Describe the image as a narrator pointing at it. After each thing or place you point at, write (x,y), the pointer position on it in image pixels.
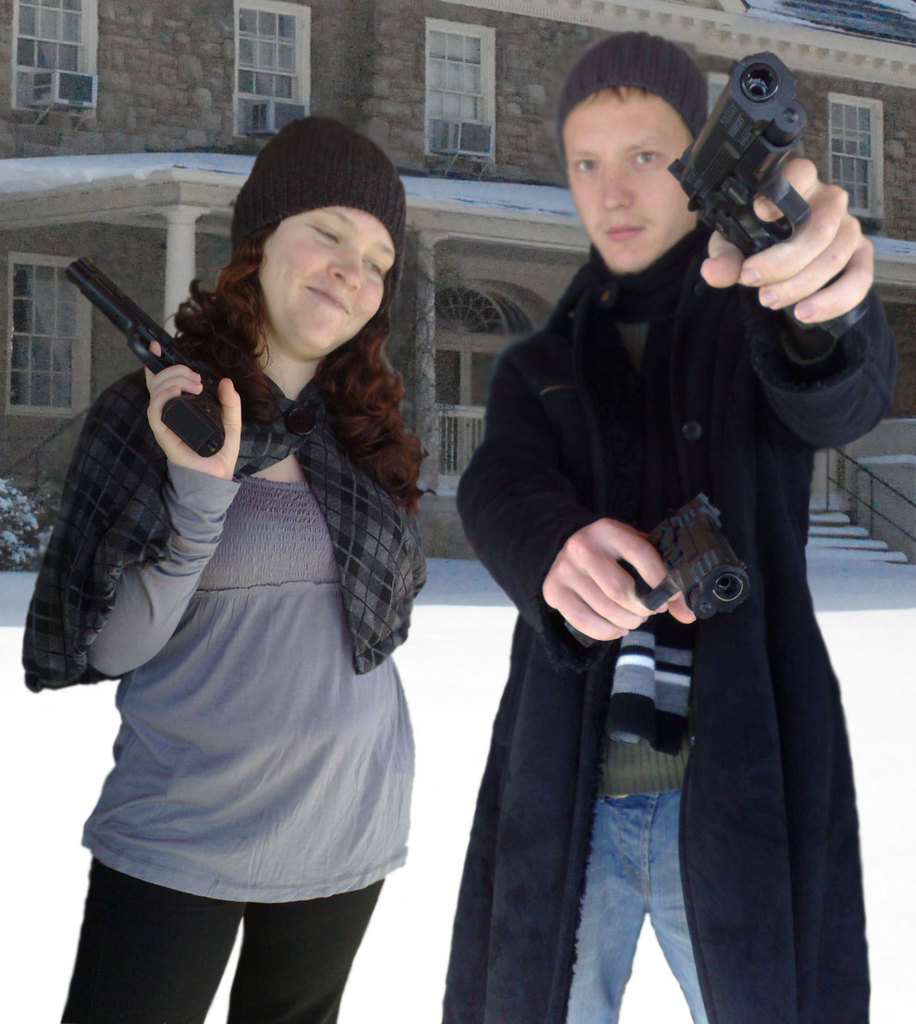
In this image I can see two persons (558,450) standing and holding guns (132,341) in their hands (169,379). The person (556,359) who is on the right side (646,410) is looking at the picture and the woman (204,849) who is on the left side (174,436) is smiling. In the background (339,101) there is a building (198,126) and a plant (36,538).
